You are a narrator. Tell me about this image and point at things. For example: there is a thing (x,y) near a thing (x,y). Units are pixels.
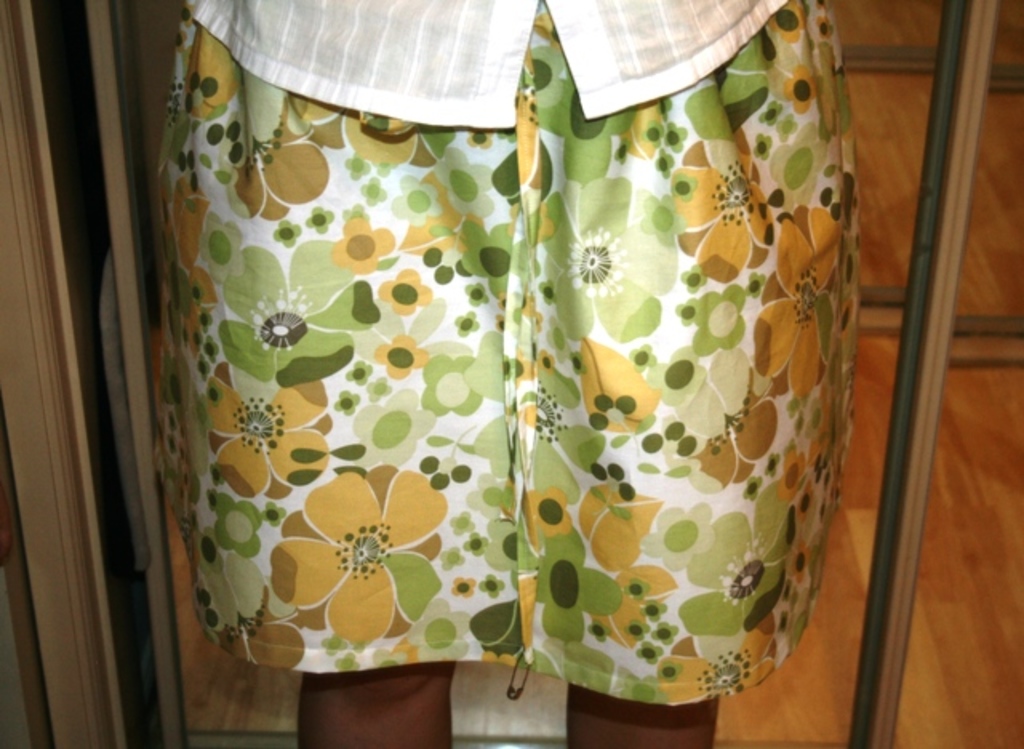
In this picture we can see a person (457,387) in the front (457,408), at the bottom (865,604) there is a wooden floor (975,569).
